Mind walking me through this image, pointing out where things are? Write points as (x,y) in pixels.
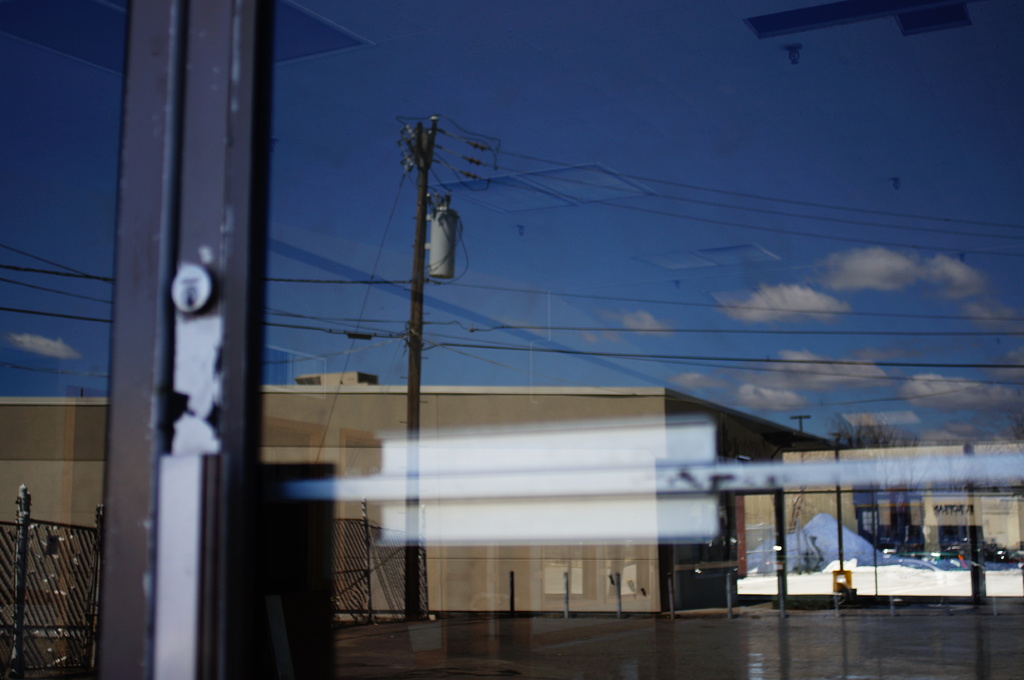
In this picture we can see buildings (878,541), poles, fence (368,535), tree (840,440), wires (348,351) and in the background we can see the sky (617,149) with clouds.
